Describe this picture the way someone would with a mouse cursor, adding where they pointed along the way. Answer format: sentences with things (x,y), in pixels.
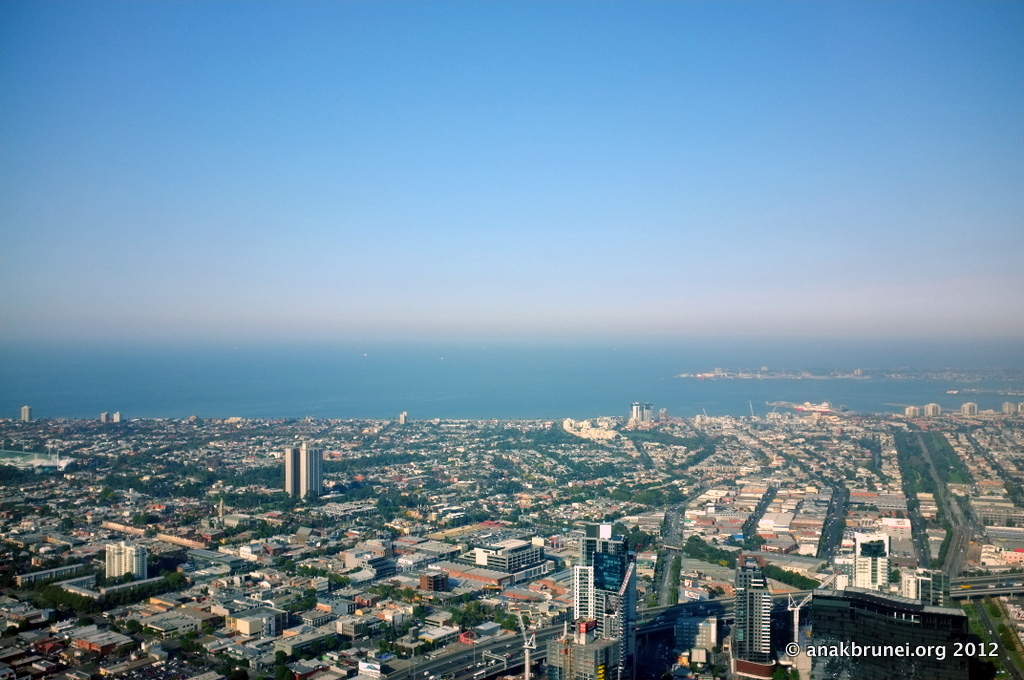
In this picture we can see a group of buildings (390,564), here we can see trees (597,477), bridges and some objects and in the background (863,319) we can see water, sky (728,179), in the bottom right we can see some text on it.
